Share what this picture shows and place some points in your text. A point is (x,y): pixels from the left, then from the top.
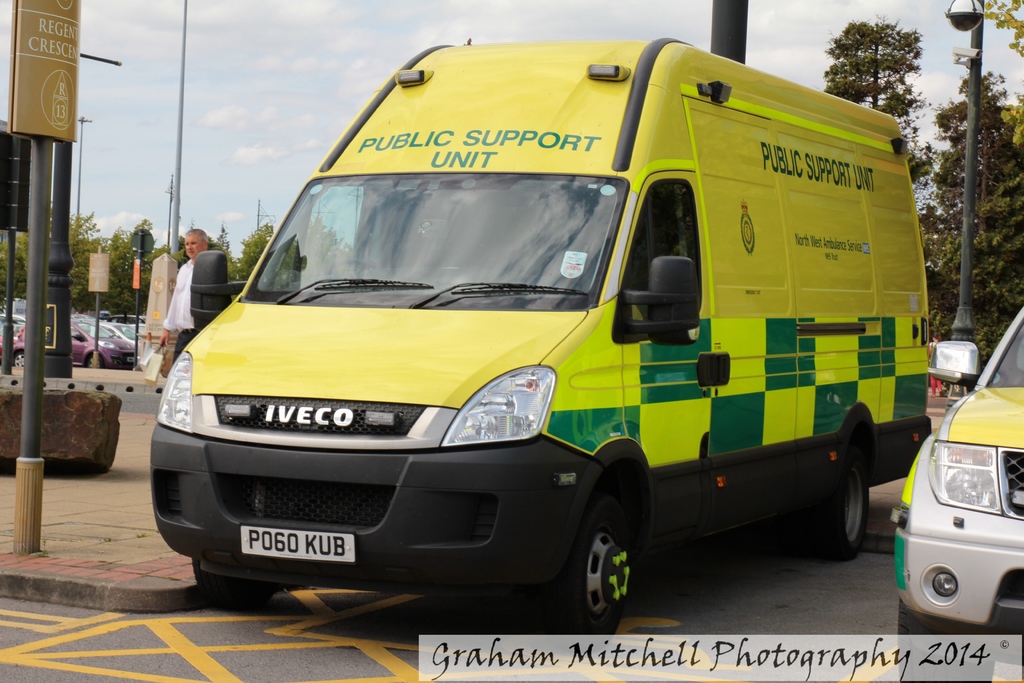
In this image we can see some vehicles (632,418), person (188,276), poles (38,363), lights (709,86) and other objects (100,287). In the background of the image (965,183) there are trees (248,246), vehicles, poles (65,278) and other objects (55,318). At the top of the image (324,74) there is the sky (428,10). At the bottom of the image (858,610) there is the floor (463,620). On the image there is a watermark (882,679).
